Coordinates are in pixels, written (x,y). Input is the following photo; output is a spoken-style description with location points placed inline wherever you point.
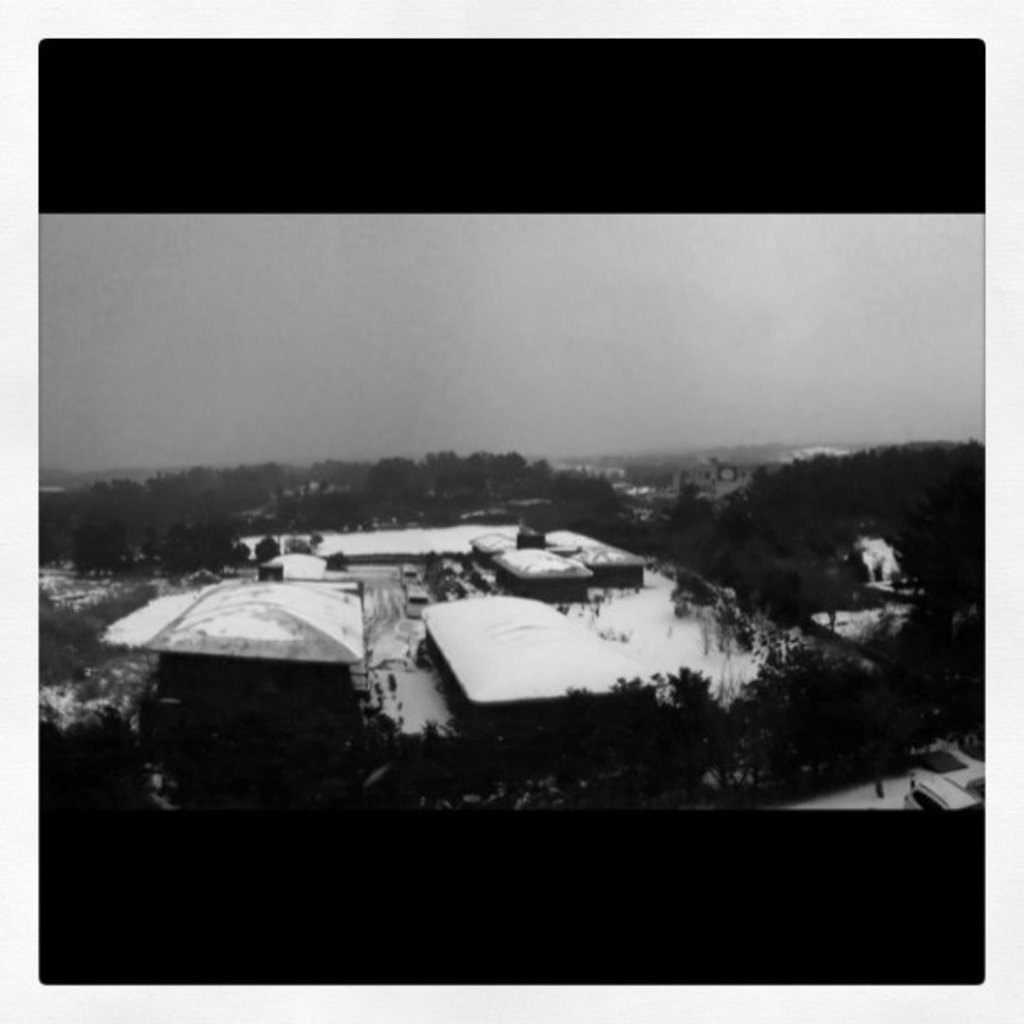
There is a black and white image. In this image, there is an outside view. There are sheds (525,657) in the middle of the image (483,682). In the background of the image (469,238), there is a sky (732,238).
